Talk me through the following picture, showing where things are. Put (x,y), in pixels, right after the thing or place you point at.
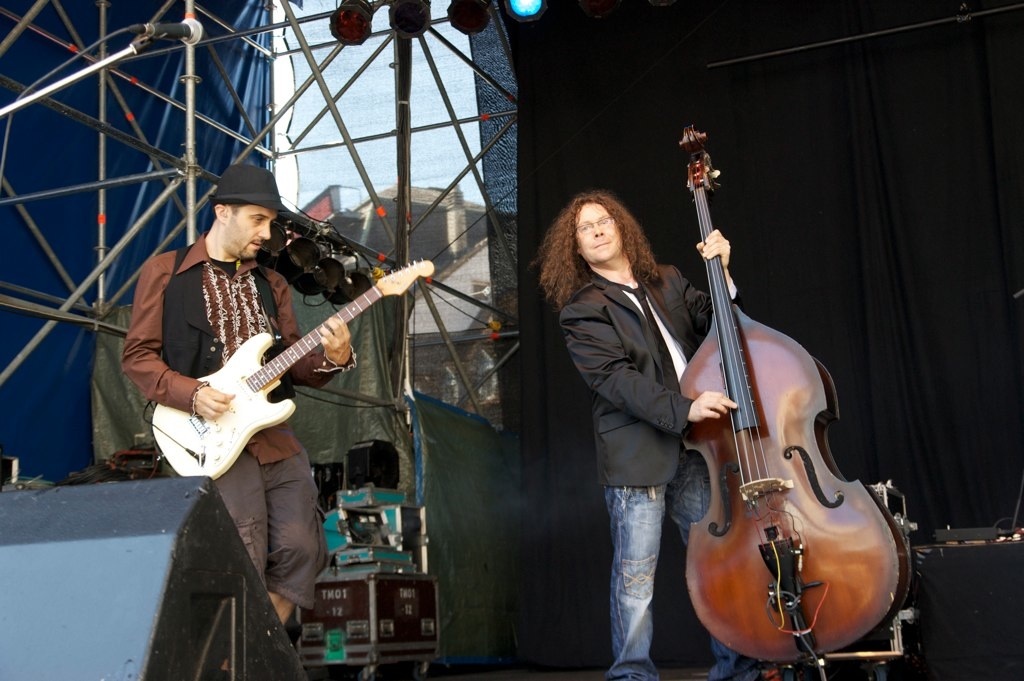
In this image there is a person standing and playing guitar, another person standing and playing double bass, and at back ground (363,568) we have some brief cases (383,529), microphone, focus light (534,5), building (336,194), sky (313,13).
